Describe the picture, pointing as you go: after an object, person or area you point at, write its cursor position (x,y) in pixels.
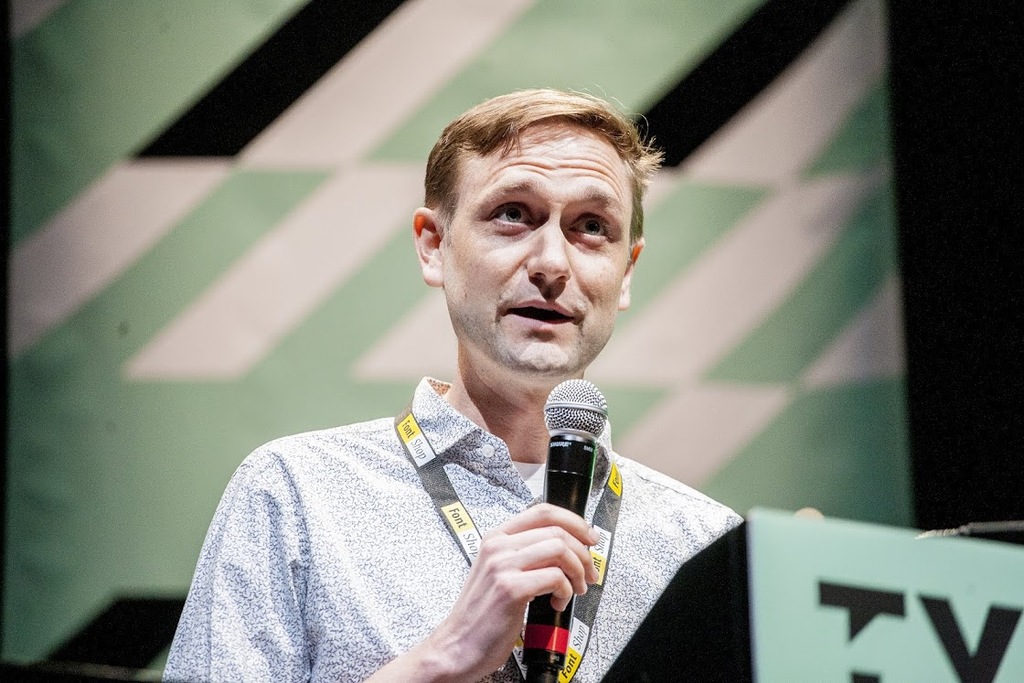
This image is clicked in a conference. In this image, there is a man (625,601) standing behind the podium (697,602) and talking in the mic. He is wearing a white shirt (289,534). In the background (695,115), there is a banner (655,85) in green color.
